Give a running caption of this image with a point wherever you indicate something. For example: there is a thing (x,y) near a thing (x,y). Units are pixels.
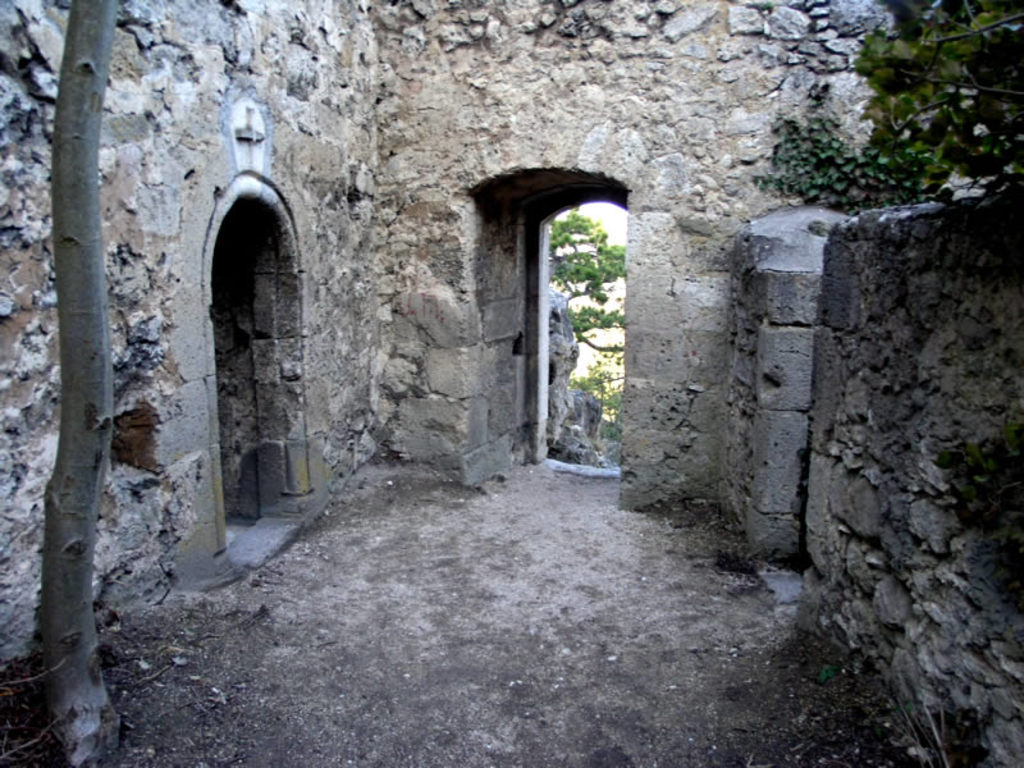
In this picture we can see few trees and rock wall (509,267).
